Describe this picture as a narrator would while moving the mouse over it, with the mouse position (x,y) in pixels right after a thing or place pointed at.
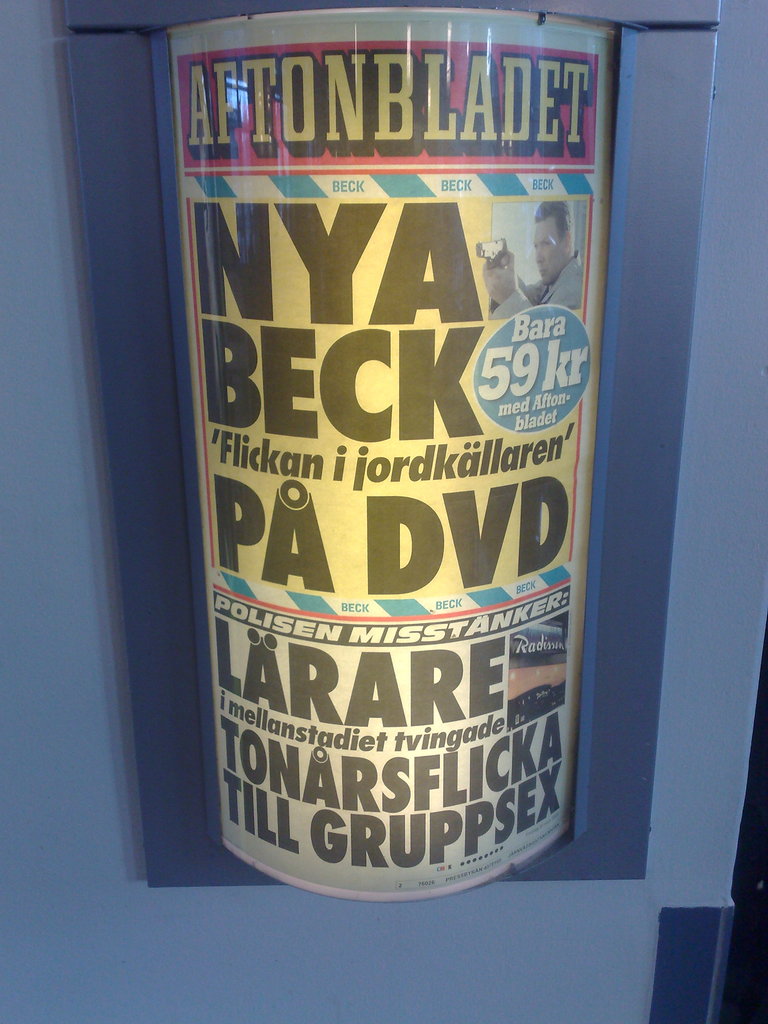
In this image there is a tin (598,735) with some note (485,699) in it.
